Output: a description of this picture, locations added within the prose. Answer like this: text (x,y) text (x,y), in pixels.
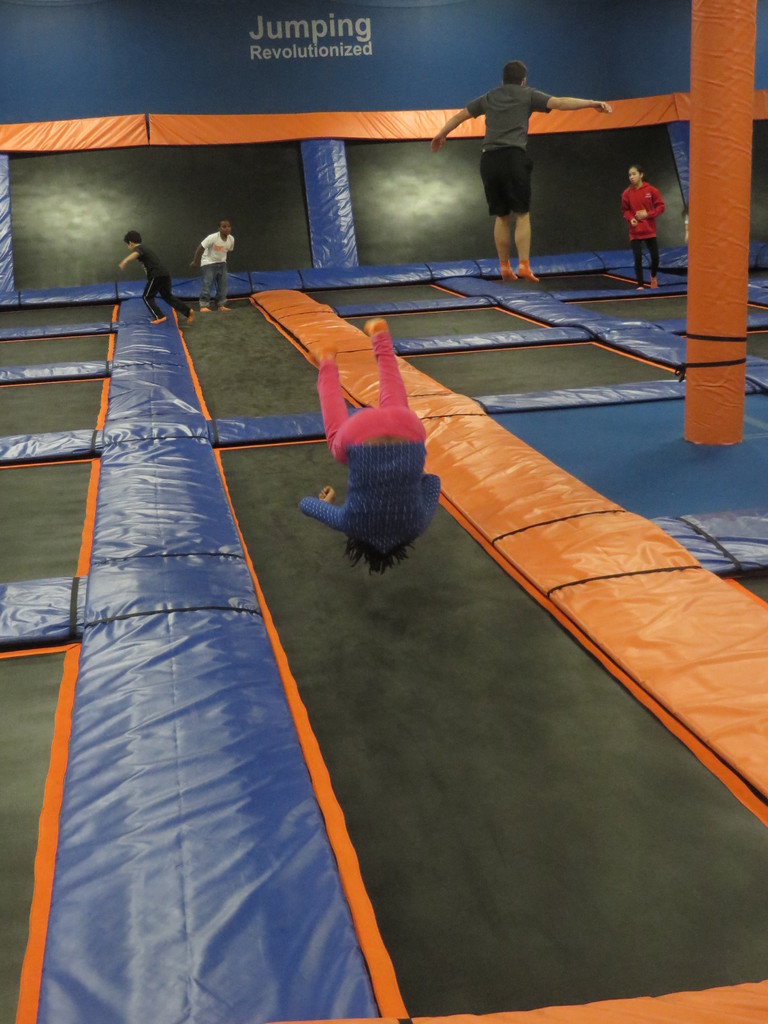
Here in this picture we can see a group of people (330,351) jumping on the trampoline (231,359) that is covered all over there and we can also see a pillar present on the right side (729,48).
